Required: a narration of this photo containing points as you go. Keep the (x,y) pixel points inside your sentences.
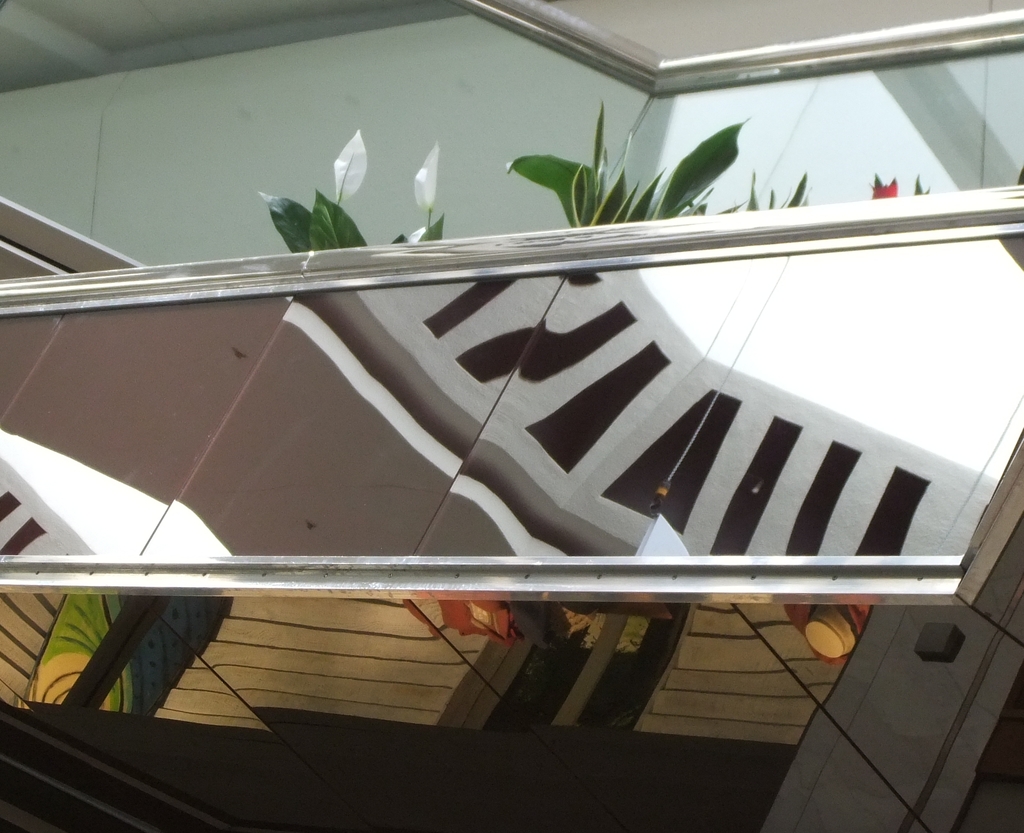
In this image we can see the plants (532,172), light (819,620), wall (537,187) and also the mirror board (624,461). We can also see the window (535,687).
